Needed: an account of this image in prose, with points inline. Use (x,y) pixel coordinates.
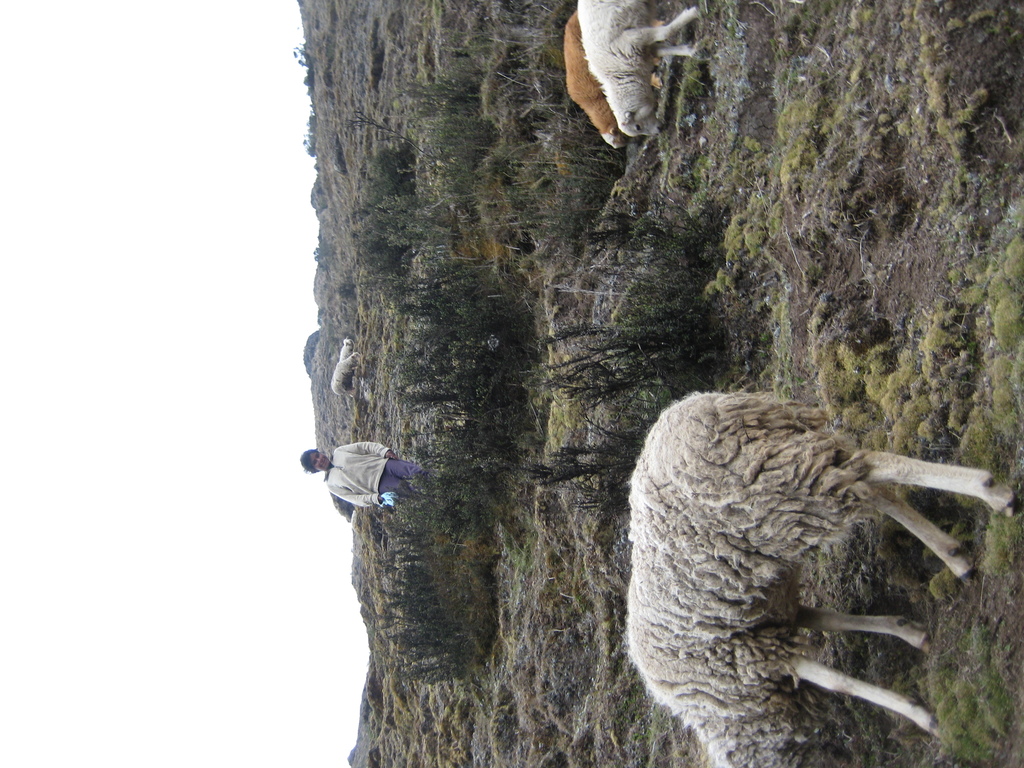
In this image I see a person (354,456) over here and I see the sheeps (769,487) and I see the grass (870,523) and the plants (487,468). In the background (279,335) I see the clear sky (162,414).
